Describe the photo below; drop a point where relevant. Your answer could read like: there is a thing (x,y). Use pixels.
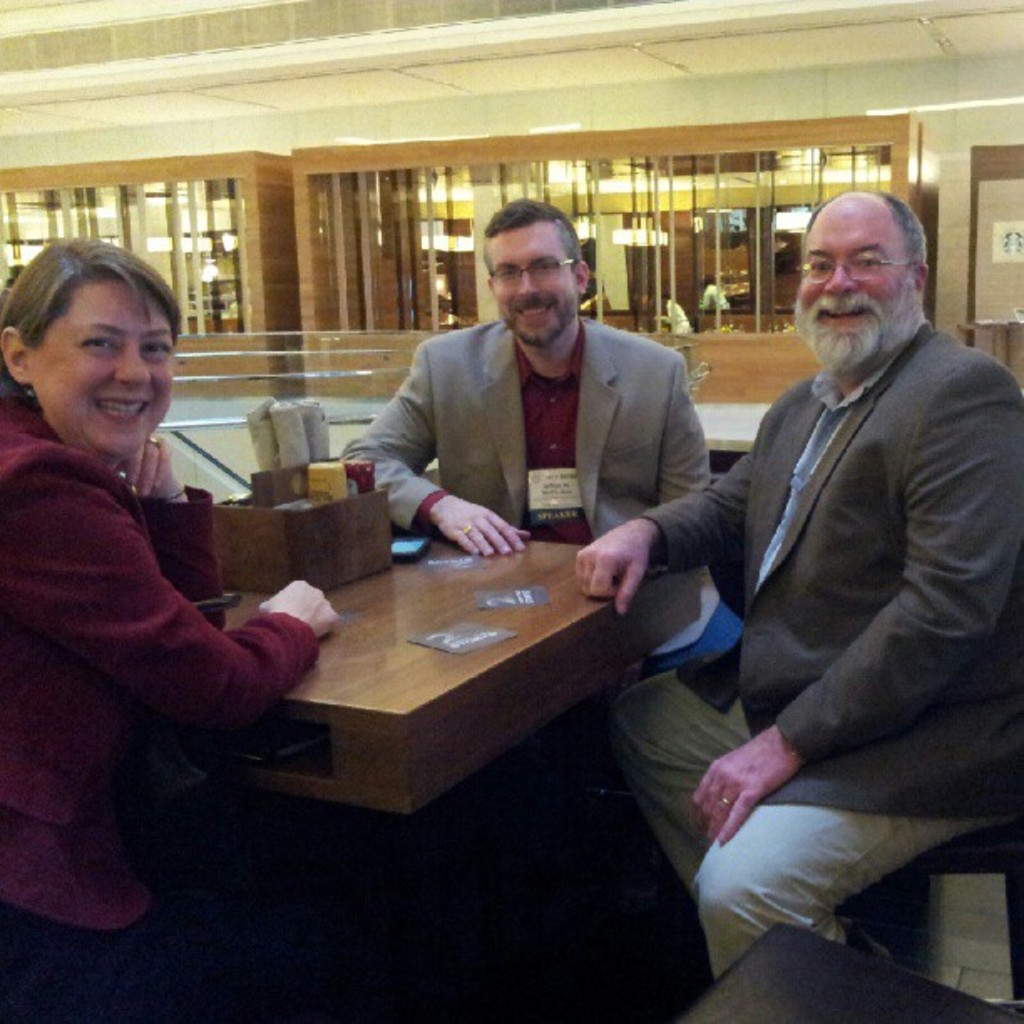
In this image I can see two men (813,235) and a woman (277,692) are sitting. I can also see smile on their faces (110,364).
